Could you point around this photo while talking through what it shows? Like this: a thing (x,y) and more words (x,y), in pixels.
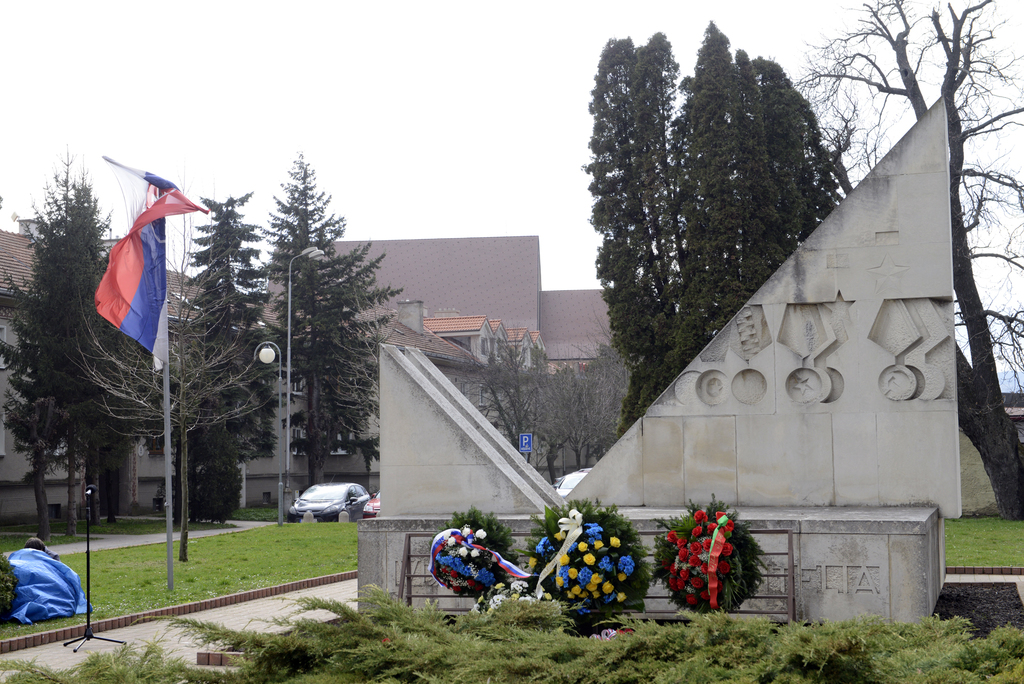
We can see plants (536,628), flowers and flag (135,259) with pole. Background (201,545) we can see grass (132,585), trees (210,378), car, lights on poles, rooftops (441,322) and sky (453,84).
